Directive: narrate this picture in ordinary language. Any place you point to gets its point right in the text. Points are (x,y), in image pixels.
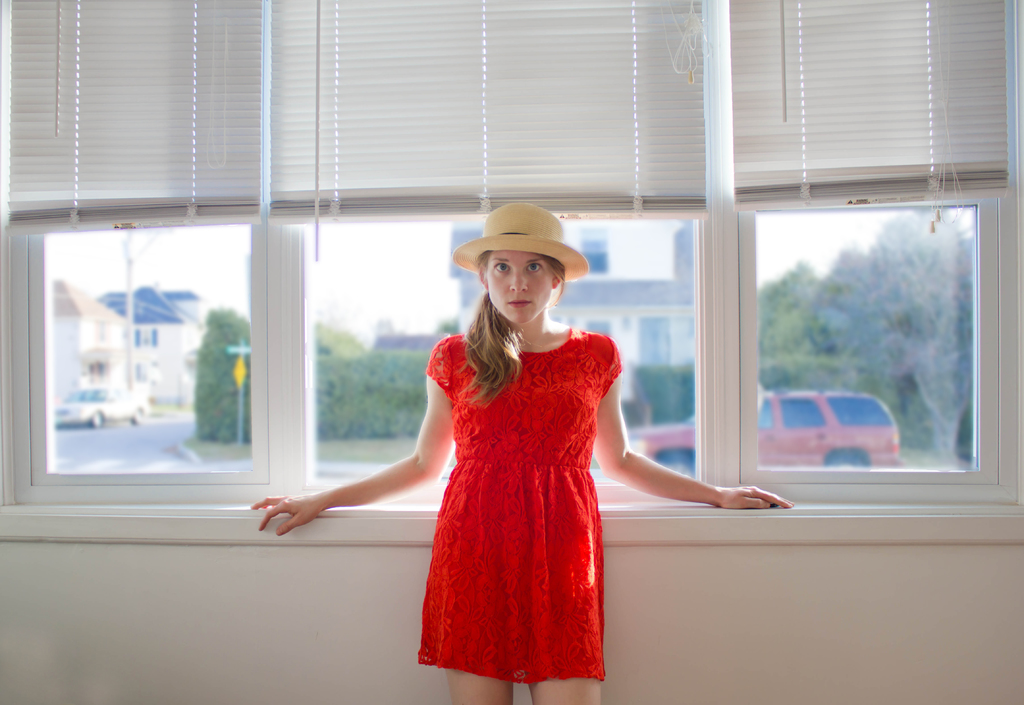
In this picture there is a woman (557,427) who is wearing hat (521,230) and red dress (486,548). She is standing near to the window (881,468). On the top (832,25) we can see window blind (480,4). Through the window (756,389) we can see cars (828,402) on the road (180,471), plants (771,386), buildings (655,312), street lights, sign board (239,372) and grass (373,454). Here it's a sky (377,262).
